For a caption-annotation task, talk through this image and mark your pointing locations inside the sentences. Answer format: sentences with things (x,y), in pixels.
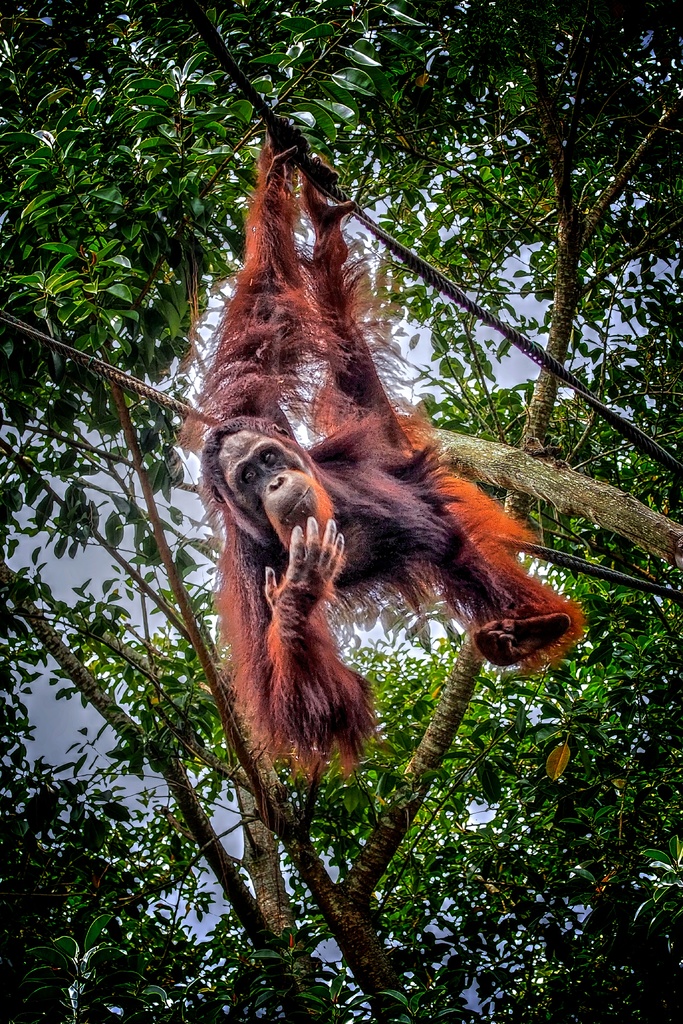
In this image we can see an orangutan (246,361) is hanging from the rope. In the background (535,685), we can see trees (166,375) and the sky (56,759).
